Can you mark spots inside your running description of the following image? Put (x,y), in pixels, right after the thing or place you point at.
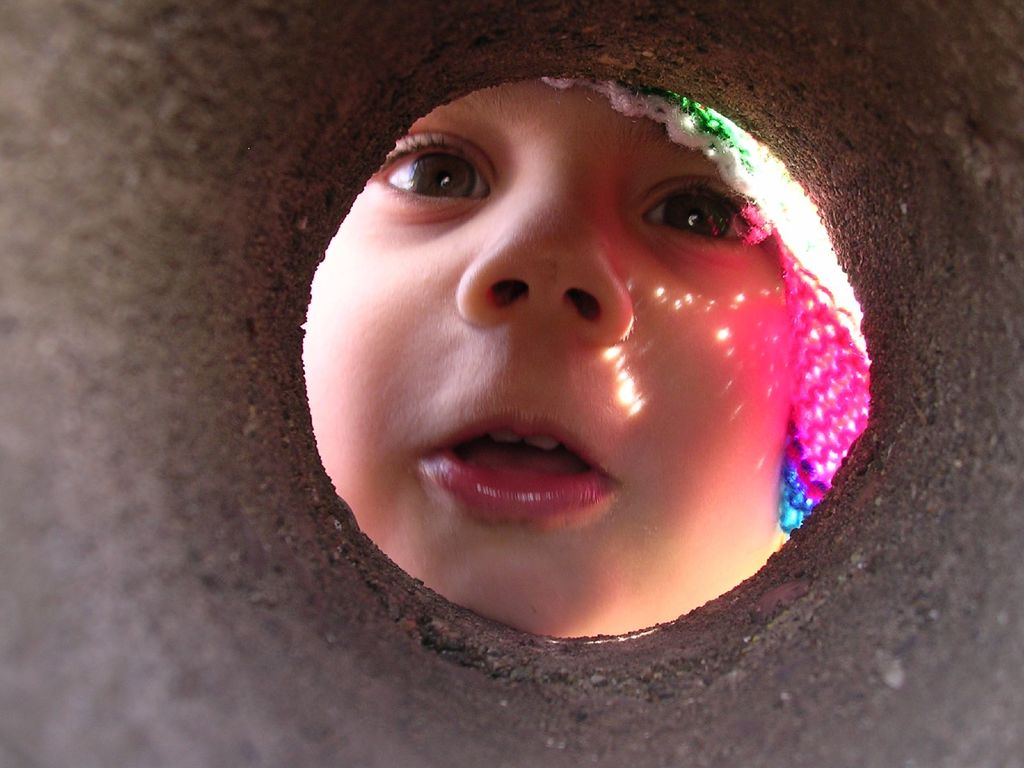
In this image we can see a kid (741,378) through the hole (511,45).
